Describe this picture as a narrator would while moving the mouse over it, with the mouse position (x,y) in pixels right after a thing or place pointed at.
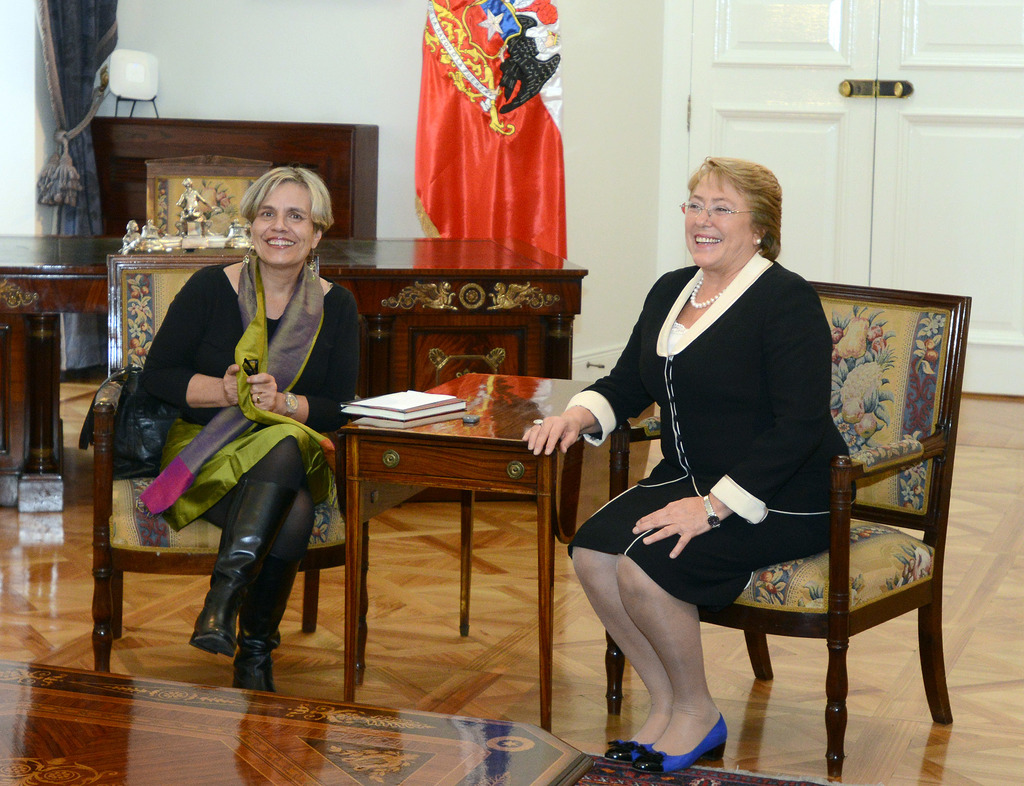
In this image there are two persons (193,311) sitting and smiling. In the front (186,716) there is a table (294,724), at the bottom (648,774) there is a mat (730,778), at the left side of the image (46,288) there is a curtain (67,91) and table (25,294) and at the back side (882,84) there is a door (907,132).
